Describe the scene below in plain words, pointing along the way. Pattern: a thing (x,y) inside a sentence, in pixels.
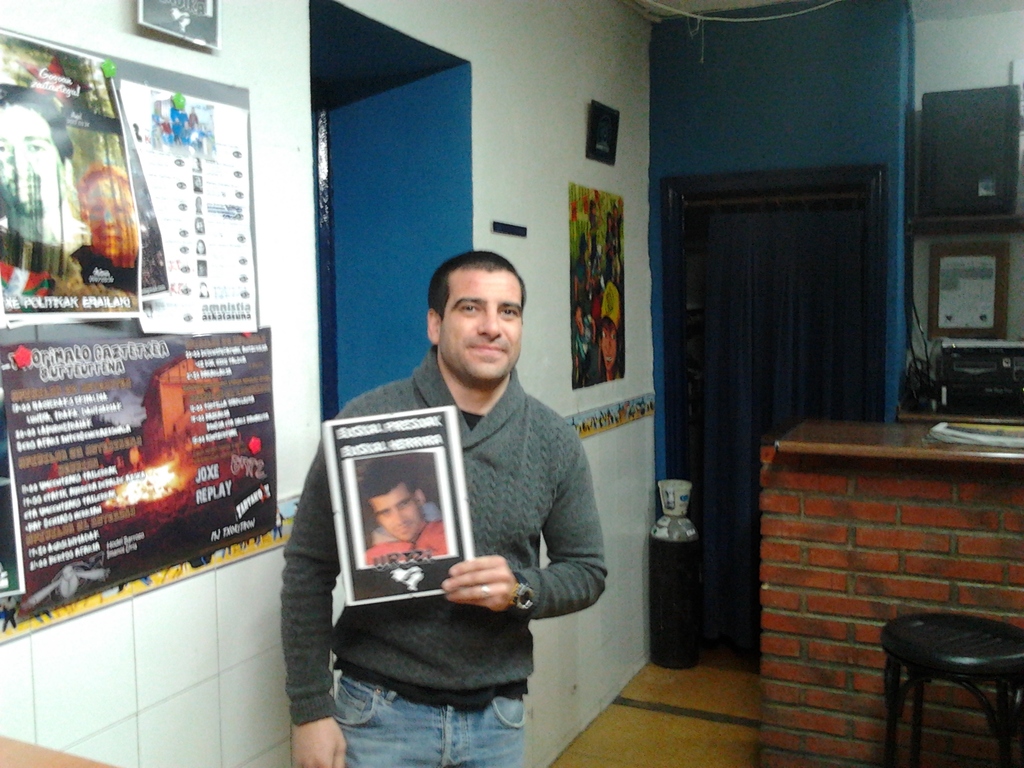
In this picture person (534,618) is standing by holding the photograph (447,523). At the left side of the image (206,646) there is a wall (123,683) and few posters (149,303) were attached to the wall (221,683). At the right side (920,692) there is a chair (924,678). Behind the chair (914,627) there is a wall (891,526). On top of the wall (921,534) there are few objects (961,366). At the center (668,373) there is a door (747,251) and curtains (762,377) were attached to it.
